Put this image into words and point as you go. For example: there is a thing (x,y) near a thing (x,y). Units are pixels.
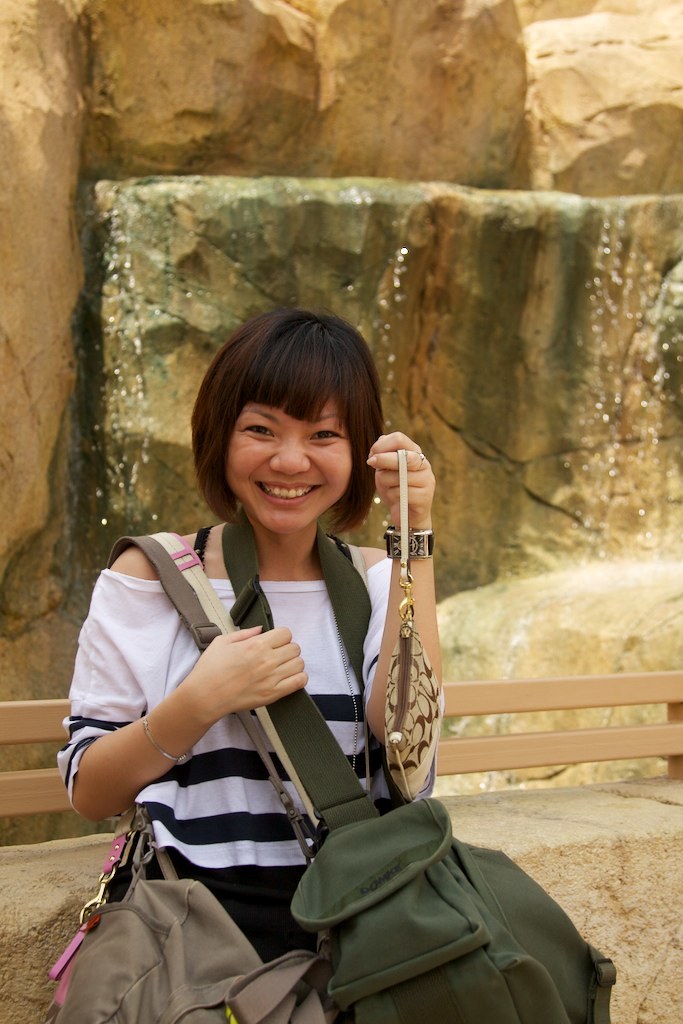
In this image there is a woman (322,574) standing wearing bags (371,896), in the background (287,34) there are rocks (149,382).
